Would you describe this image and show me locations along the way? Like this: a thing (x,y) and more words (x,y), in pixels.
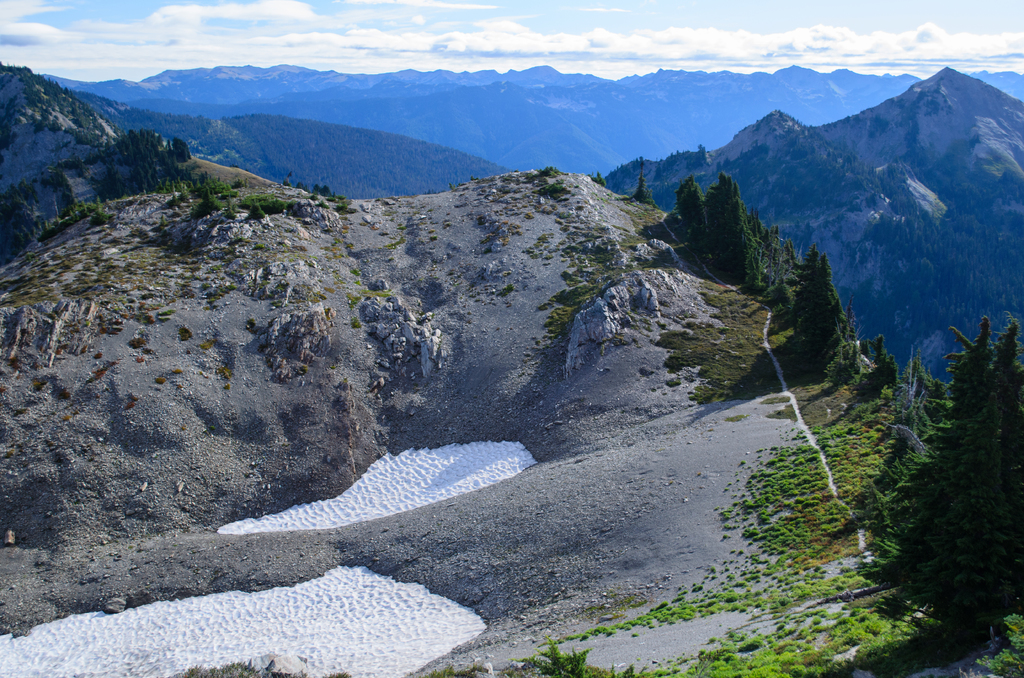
In this image we can see a group of trees (932,603), plants (842,550), a pathway (965,665) and some snow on the hills (48,447). On the backside (822,200) we can see the mountains (800,192) and the sky (601,42) which looks cloudy.
